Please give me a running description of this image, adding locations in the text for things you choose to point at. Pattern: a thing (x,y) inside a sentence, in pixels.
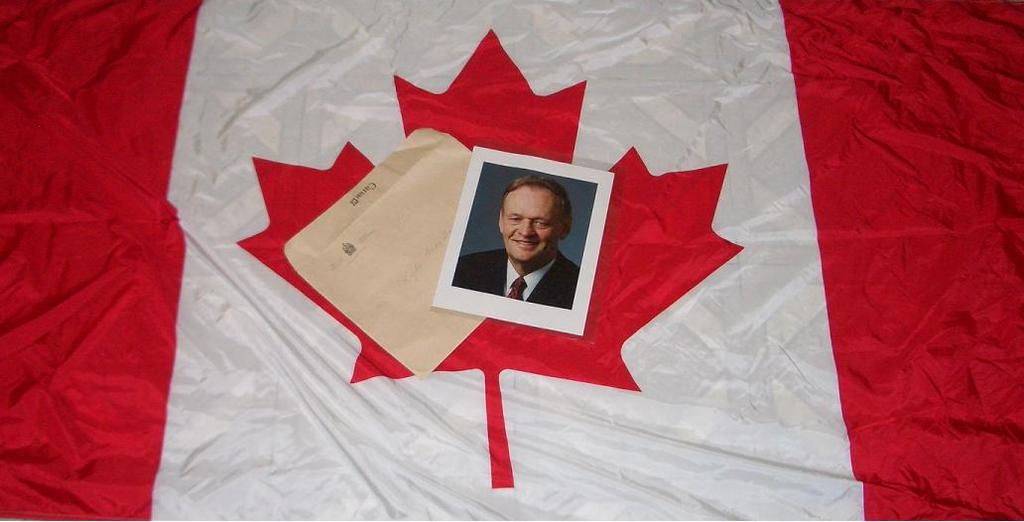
In this picture we can see photo (456,253) and envelope (418,353) on cloth (454,22).
